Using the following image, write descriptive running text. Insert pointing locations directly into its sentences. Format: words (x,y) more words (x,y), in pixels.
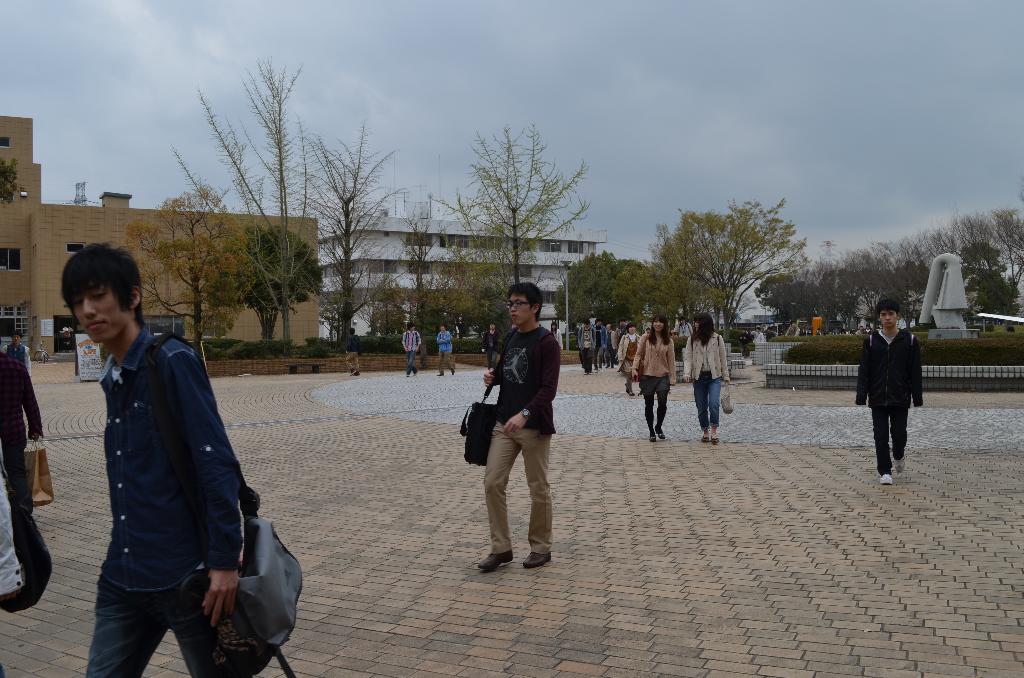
In the foreground of this picture (371,498), there are persons (212,568) walking on the path (836,483). In the background (768,341), there is a garden (967,354), trees (703,289), buildings (489,246), sky (616,146) and the cloud (559,156).
